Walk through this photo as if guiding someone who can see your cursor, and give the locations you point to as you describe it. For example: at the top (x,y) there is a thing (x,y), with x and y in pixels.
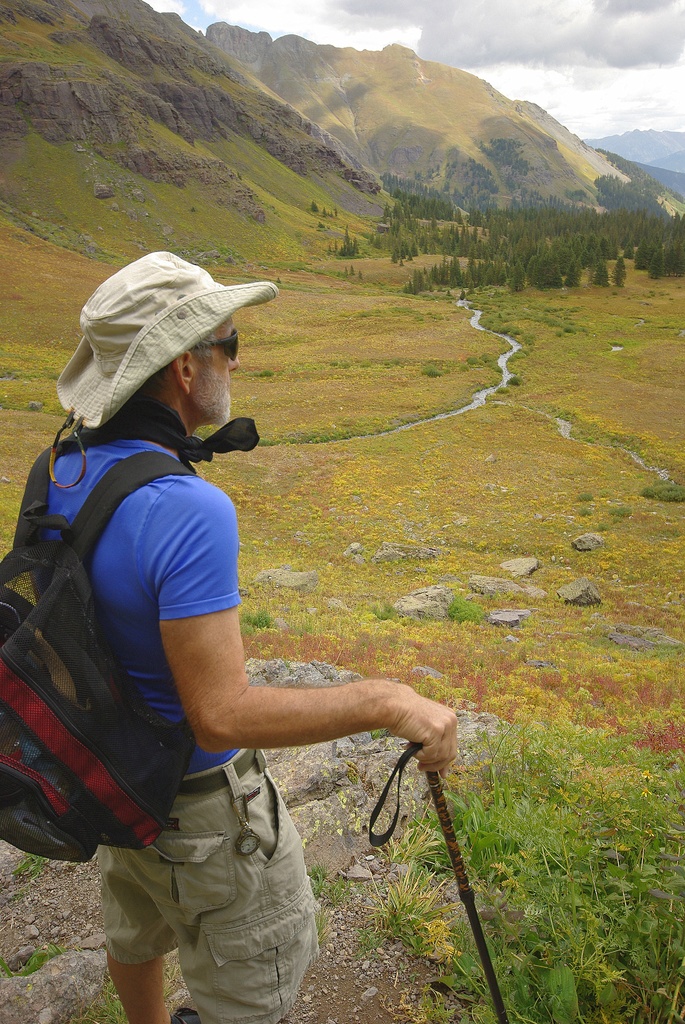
In this image in front (138,529) there is a person (263,974) holding the stick (492,976) and he is wearing the bag (39,545). At the bottom of the image (489,871) there is grass (413,401) on the surface (436,472). In the background of the image (650,257) there are trees (442,239), mountains (468,165) and sky (549,58).
